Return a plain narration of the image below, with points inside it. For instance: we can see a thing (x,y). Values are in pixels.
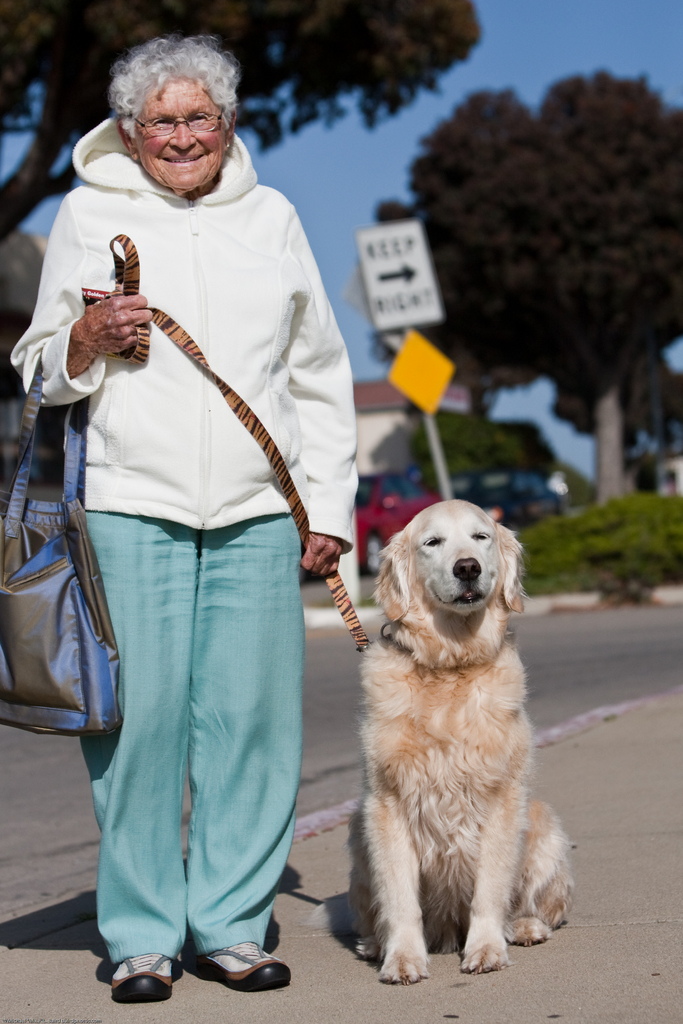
In this image I can see a old woman (139,558) holding a belt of a dog (393,728) and a bag (35,636). There are sign boards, trees (636,431) and buildings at the back (543,450).
